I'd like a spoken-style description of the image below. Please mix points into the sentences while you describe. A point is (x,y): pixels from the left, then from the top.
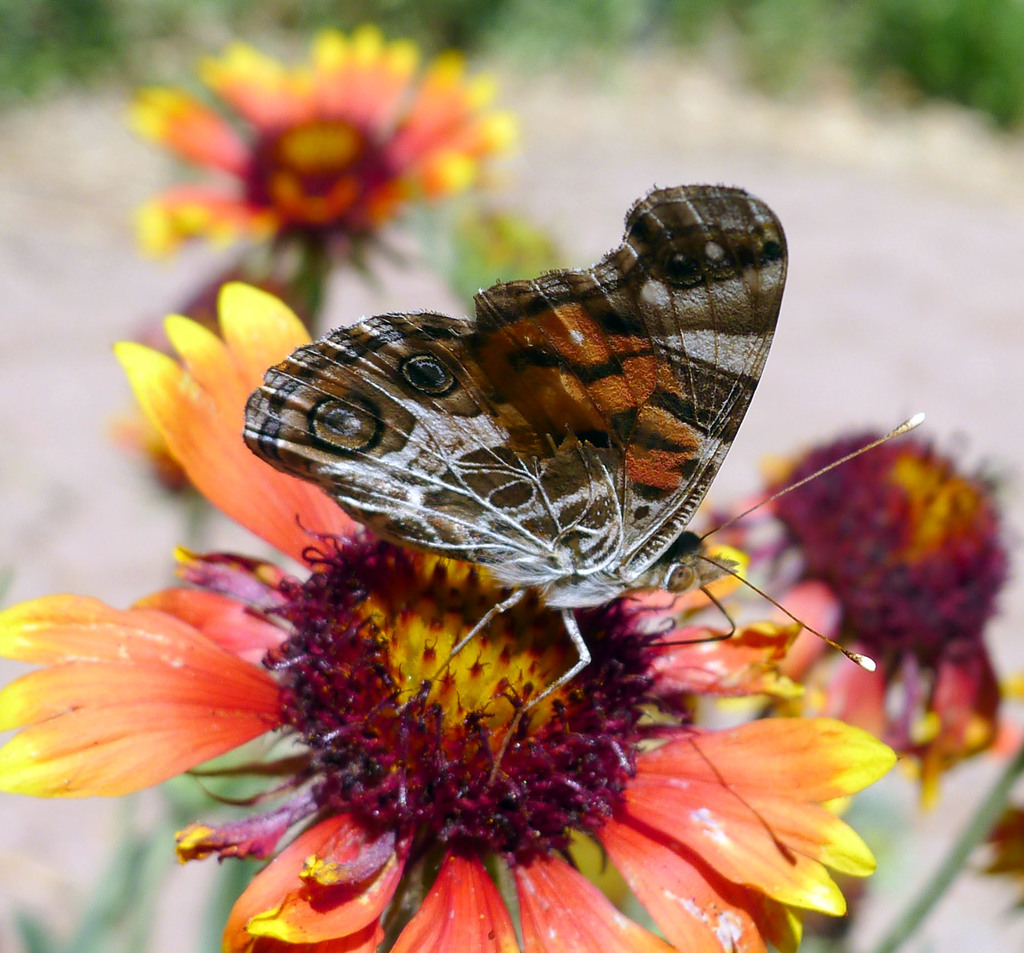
As we can see in the image there are flowers (537,882) and butterfly (550,425). The background (594,118) is little blurred.
